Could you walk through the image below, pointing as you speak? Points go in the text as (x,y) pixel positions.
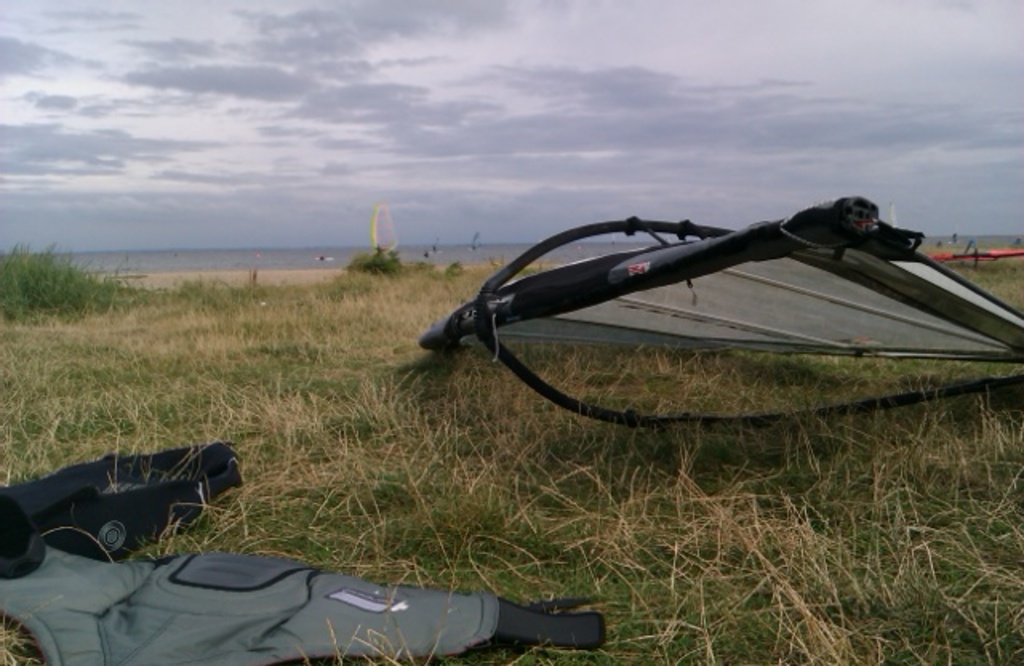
In this image at the bottom (232,513) there is grass (631,461), and on the grass (441,379) there are some objects (831,283). In the background (453,273) there are some plants (60,290), and there might be a river (132,266) and some objects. At the top of the image (464,160) there is sky (401,130).
